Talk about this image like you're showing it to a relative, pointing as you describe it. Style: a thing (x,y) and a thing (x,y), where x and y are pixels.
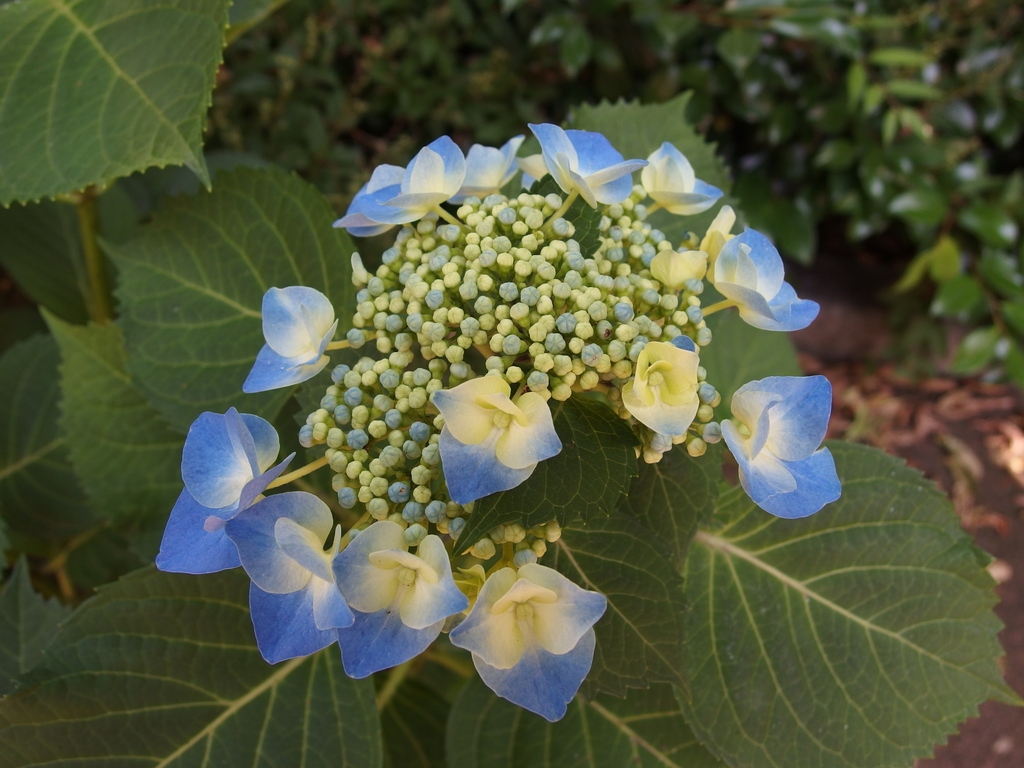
In this image we can see there are plants (673,226) with flowers (488,386). And at the side there are plants (628,89).
